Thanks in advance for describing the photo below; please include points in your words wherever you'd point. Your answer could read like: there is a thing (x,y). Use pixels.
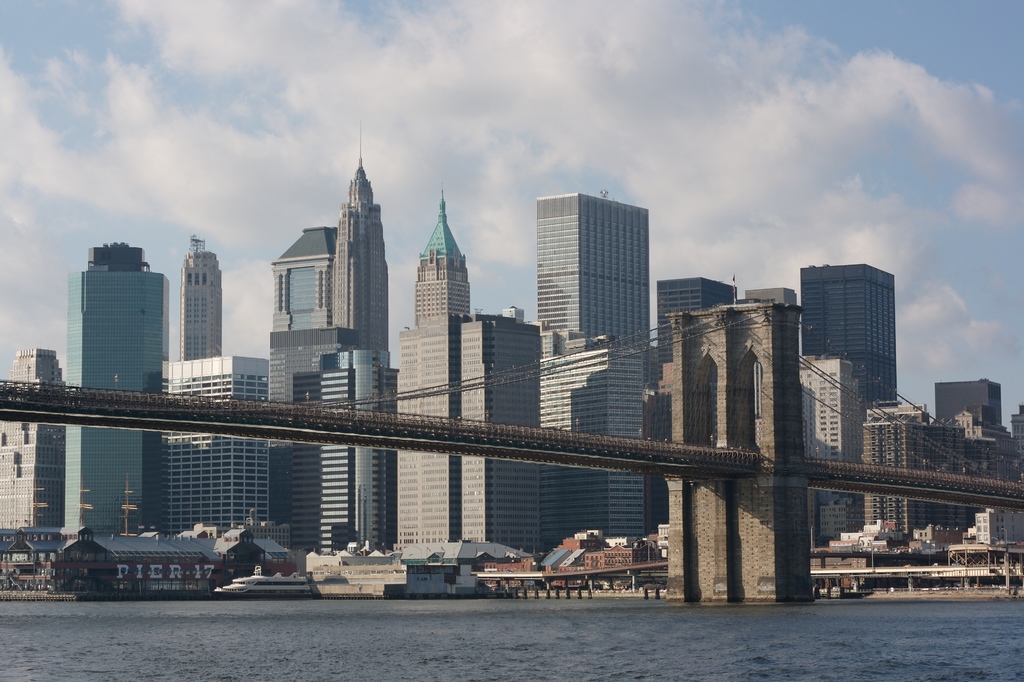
In this image in the foreground (415,648) there is water body (532,633). This is a bridge (676,423). In the background (537,491) there are buildings (430,563). The sky (509,106) is cloudy.
